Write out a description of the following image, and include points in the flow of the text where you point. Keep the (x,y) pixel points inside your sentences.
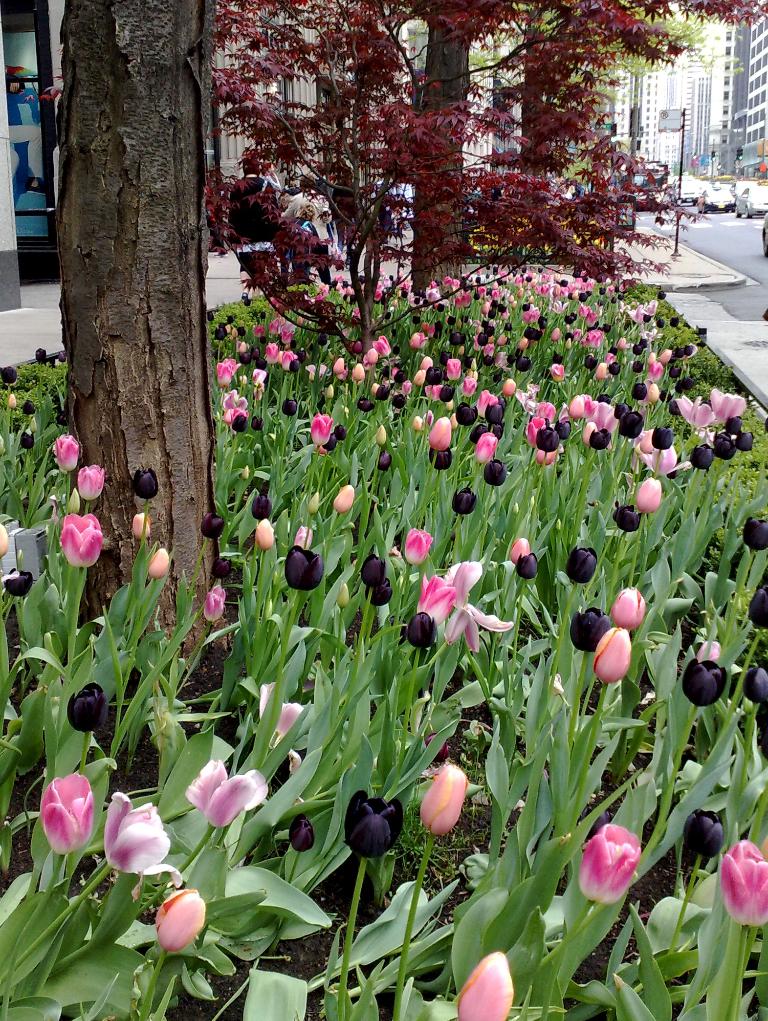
In this image in front (730,682) there are plants (318,663) and flowers (735,443). There are trees (318,260). On the right side of the image (703,242) there are cars (692,192) on the road (737,268). There is a board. In the background of the image (658,117) there are buildings (703,90).
